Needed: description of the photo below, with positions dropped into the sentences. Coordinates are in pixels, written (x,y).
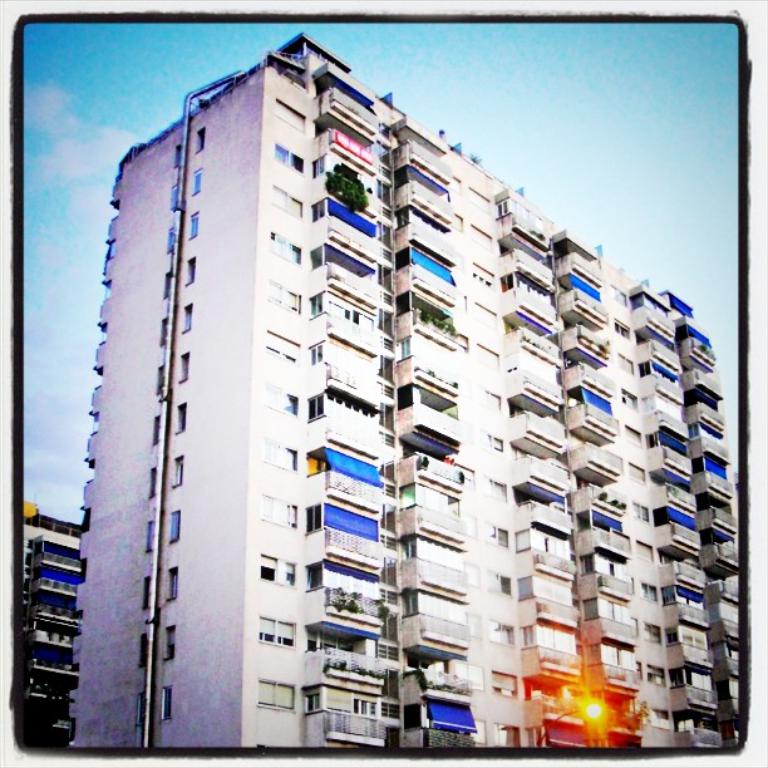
In this picture we can see buildings (119,561), there is the sky (672,157) at the top of the picture (645,70), we can see windows (314,529) of the building (230,349), at the bottom (591,717) there is a light (594,703), we can see some plants (348,193).
